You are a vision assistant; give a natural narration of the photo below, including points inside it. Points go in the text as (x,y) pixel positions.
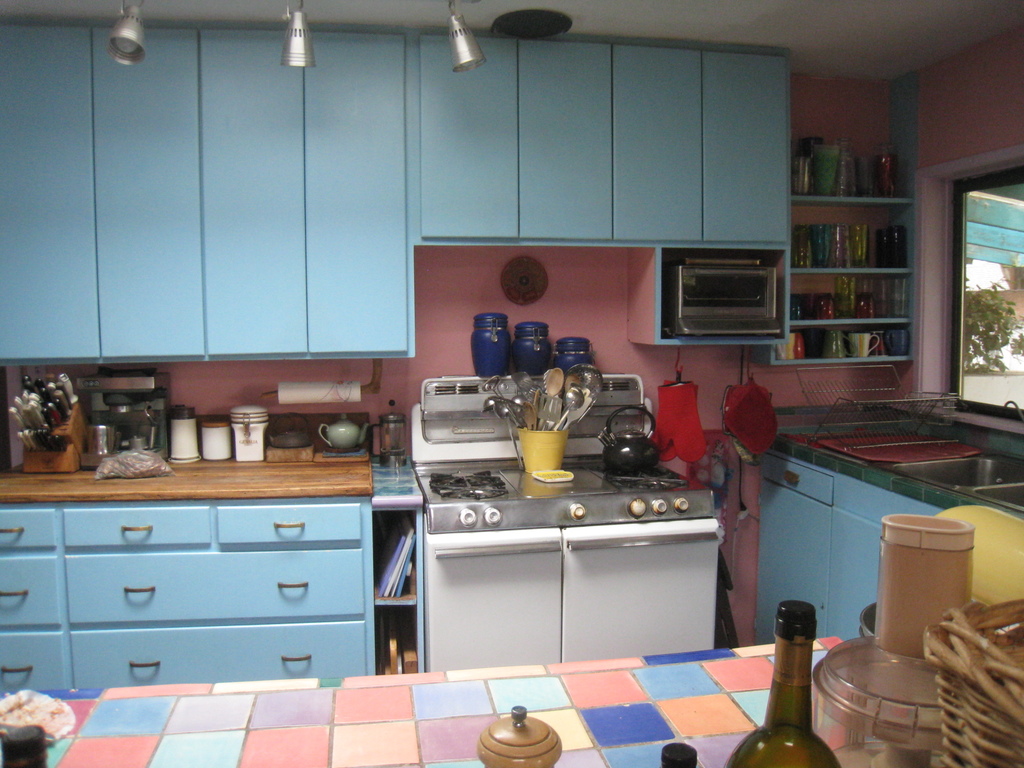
This is a picture of the kitchen (279,642). In the foreground of the picture (785,688) there are bottle (804,669), mixer (911,658), basket (988,688) and other objects (491,730). In the center of the picture (555,400) there are spatulas (574,411), knives (58,407), jar (239,414), closet (79,573), sink (932,473), cups (830,352), glasses (853,258) and many kitchen utensils (523,426). At the top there are lights (127,32). On the right (964,321) there is a window (989,249), outside the window (971,269) there is a plant (989,325) and wall (1020,274).
